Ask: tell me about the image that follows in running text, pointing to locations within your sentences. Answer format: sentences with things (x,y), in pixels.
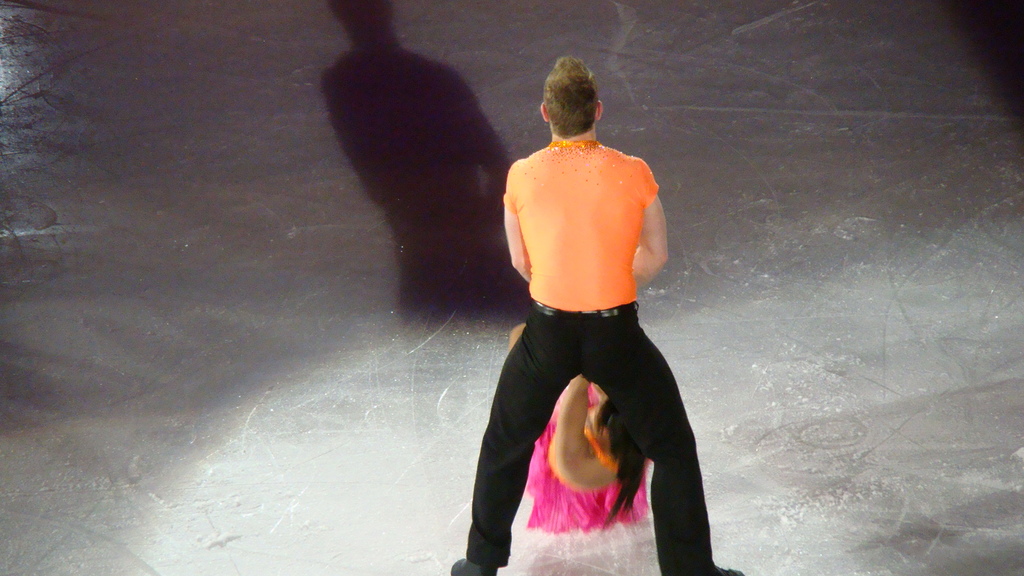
In the center of the image (591,233), we can see a man (530,377) holding a lady (580,442) and at the bottom (302,483), there is floor (214,441).
